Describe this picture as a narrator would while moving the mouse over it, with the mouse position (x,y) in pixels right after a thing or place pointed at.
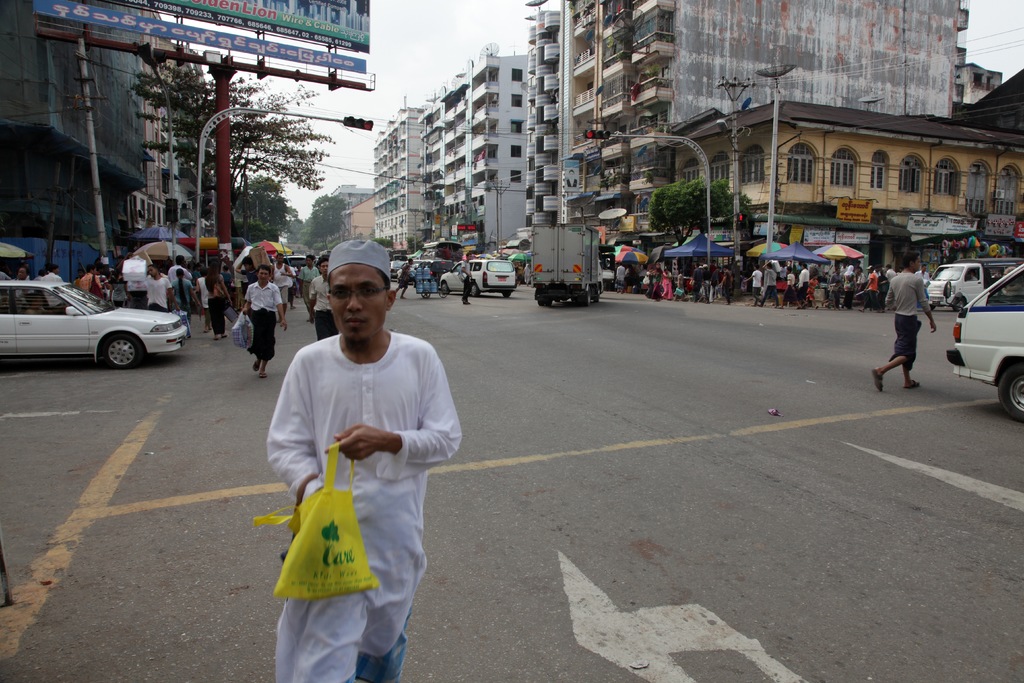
a person (346,480) is walking, holding a yellow bag (322,549) in his hand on the road (636,496). at the right (999,347) and left there are vehicles (113,317) and people (184,285) walking. at the left (298,18) there is a hoarding (232,21). at the right (882,177) there are buildings (676,107) and trees (685,204).
